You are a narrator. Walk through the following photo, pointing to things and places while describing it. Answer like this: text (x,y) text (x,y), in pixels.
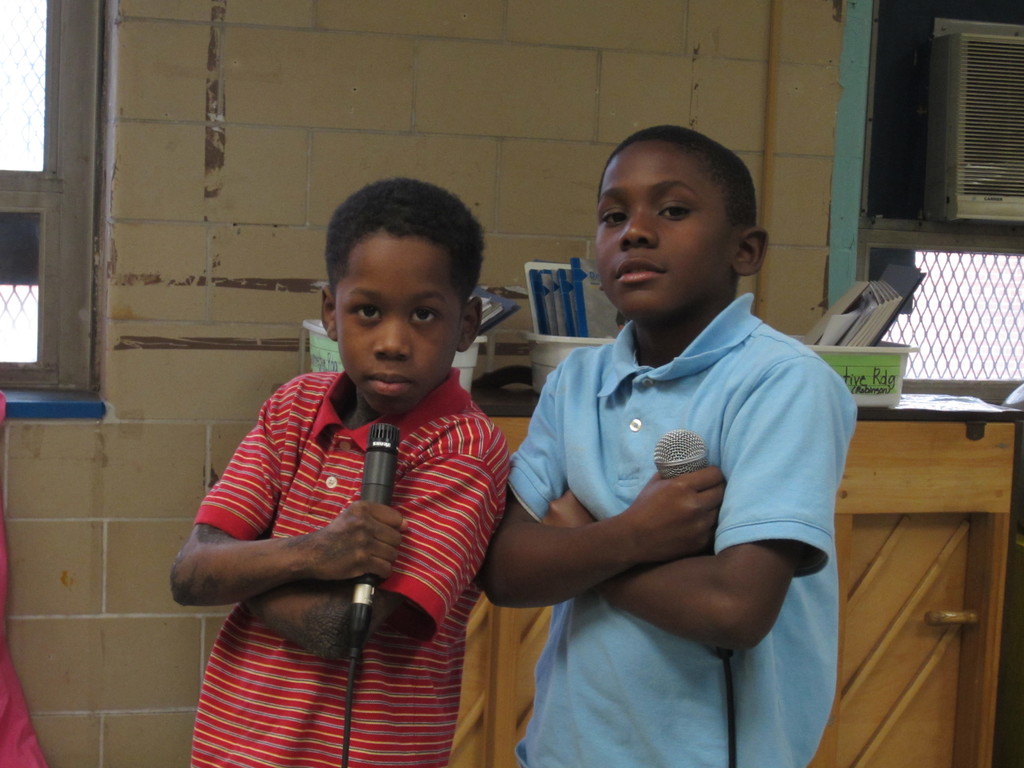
In the image we can see there are two kids (626,584) who are standing and holding mic (381,443) in their hand (647,508).
